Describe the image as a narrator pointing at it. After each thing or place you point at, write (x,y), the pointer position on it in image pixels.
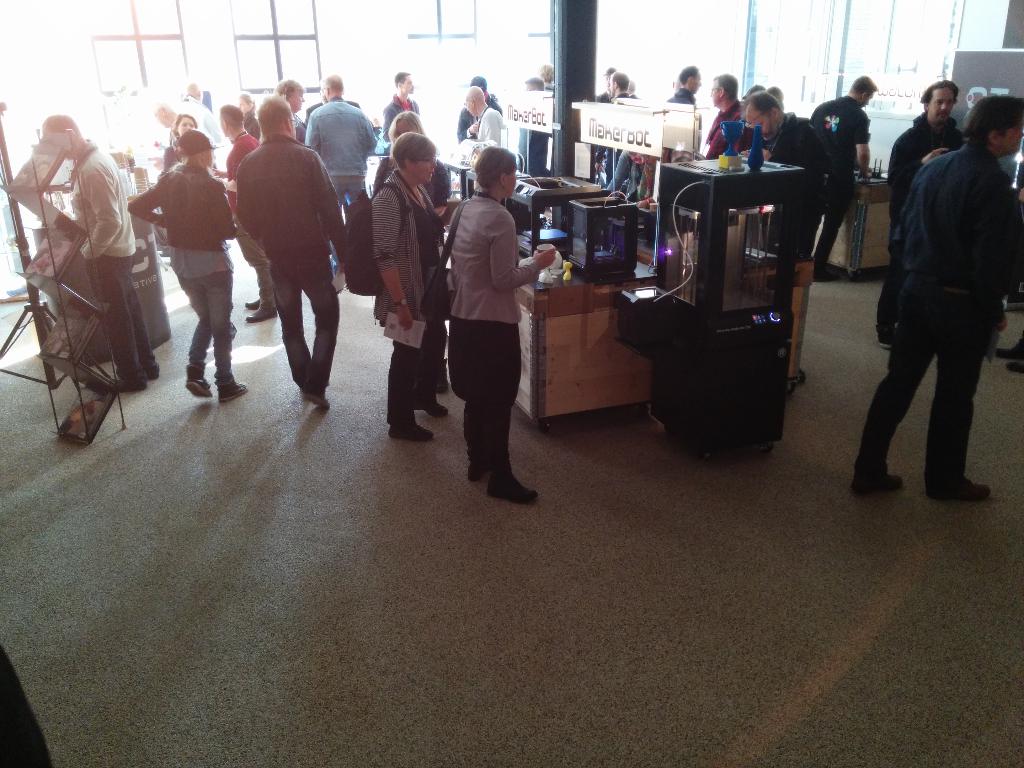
In this image we can see people (403,312) standing and there are tables (578,291). We can see things (577,186) placed on the tables (650,374). On the left (61,405) there is a stand (69,354) and we can see books (88,414) placed in the stand (91,388). In the background (249,90) there are windows (773,52).
